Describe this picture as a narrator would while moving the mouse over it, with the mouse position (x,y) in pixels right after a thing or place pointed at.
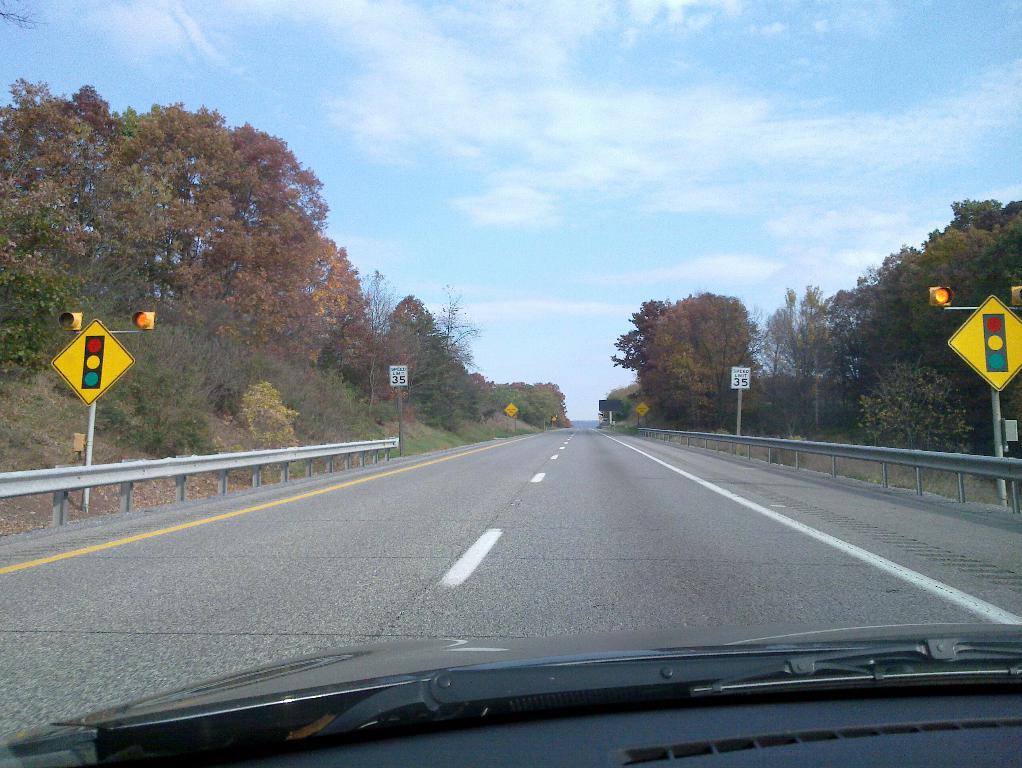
In this image I can see a vehicle (717,726), road (527,557), trees (961,438) and poles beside the road (444,550).
